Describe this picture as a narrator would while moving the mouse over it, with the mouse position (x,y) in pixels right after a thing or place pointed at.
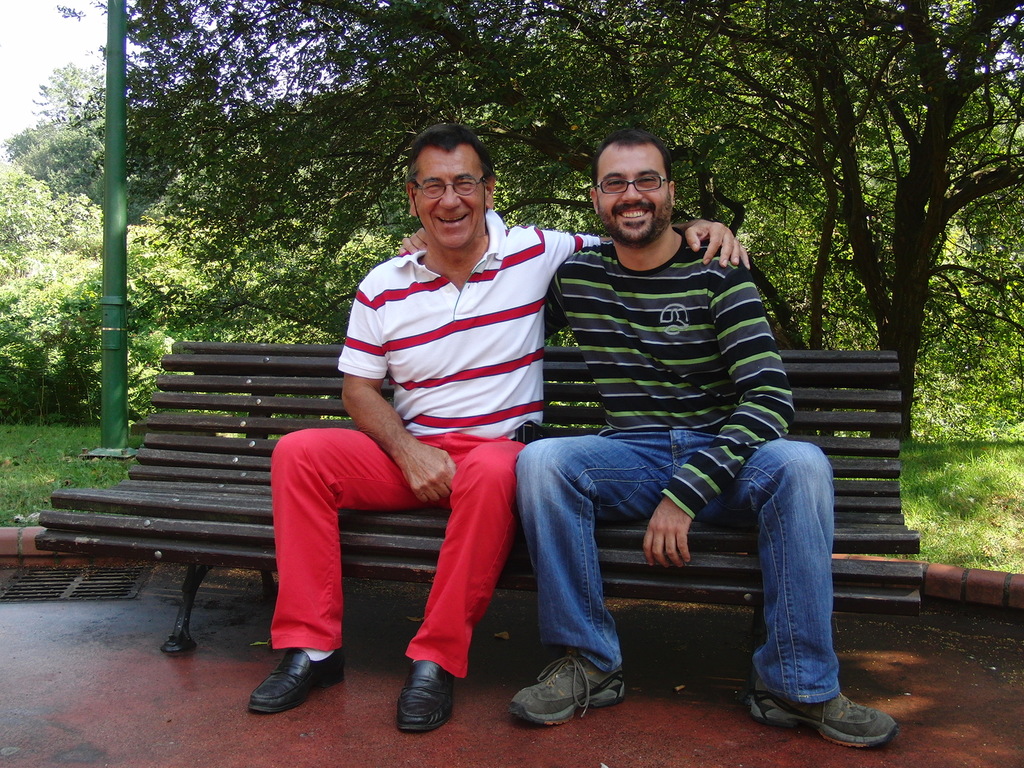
On the background (594,103) we can see trees (407,145). This is a pole (123,267). We can see two men (600,385) sitting on a bench (580,396). They both wore spectacles (429,191) and they both are carrying a smile on their faces (646,225). This is a drainage cap (107,594).
